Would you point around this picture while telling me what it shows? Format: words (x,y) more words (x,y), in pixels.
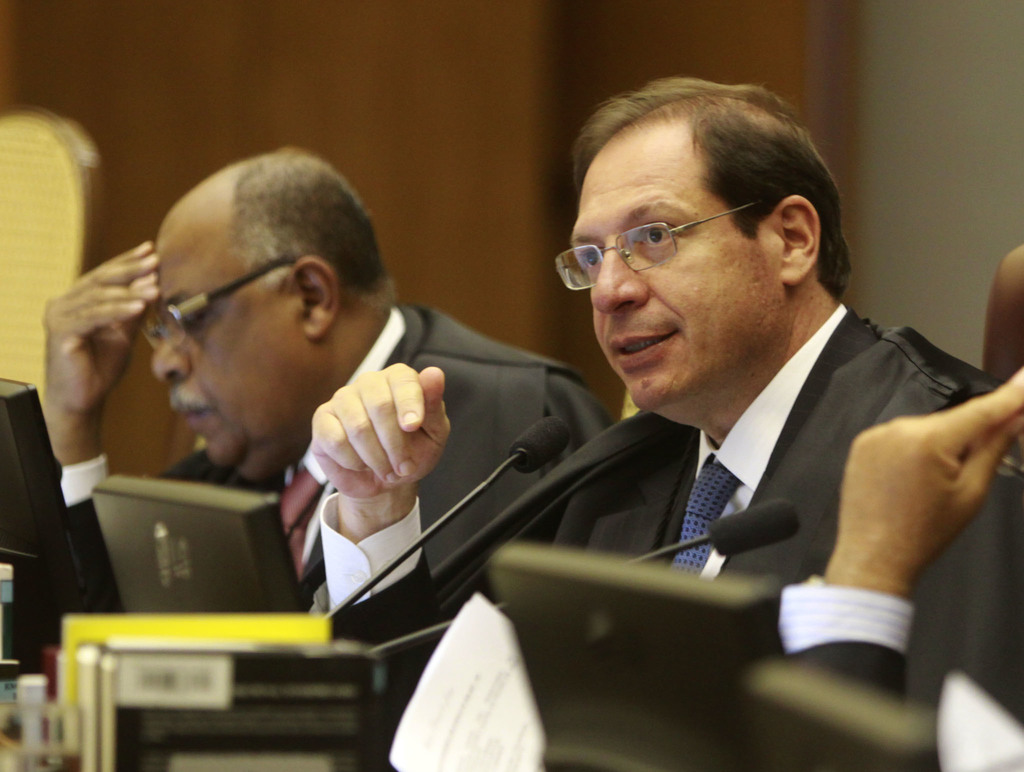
In this image we can see a few people (699,345), there are microphones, laptops (140,517), papers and some other objects (242,687) in front of them, also the background (459,111) is blurred.
